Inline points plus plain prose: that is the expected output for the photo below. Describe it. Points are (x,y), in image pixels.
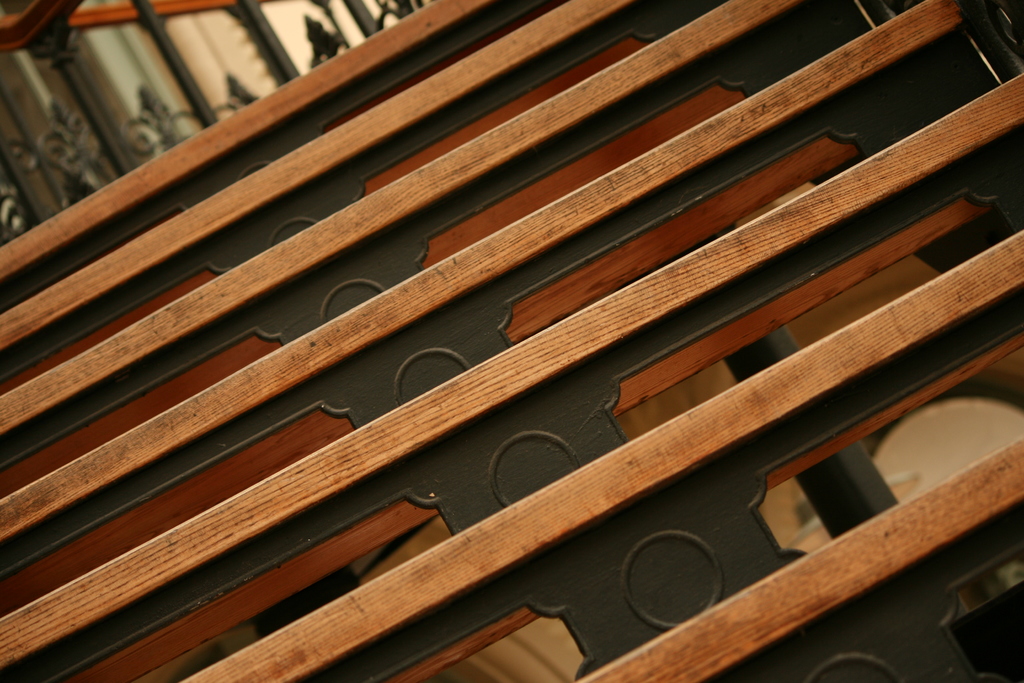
This image consists of a staircase (655,515) made up of wood (45,309). In the background (81,95), we can see a metal railing (164,35).
